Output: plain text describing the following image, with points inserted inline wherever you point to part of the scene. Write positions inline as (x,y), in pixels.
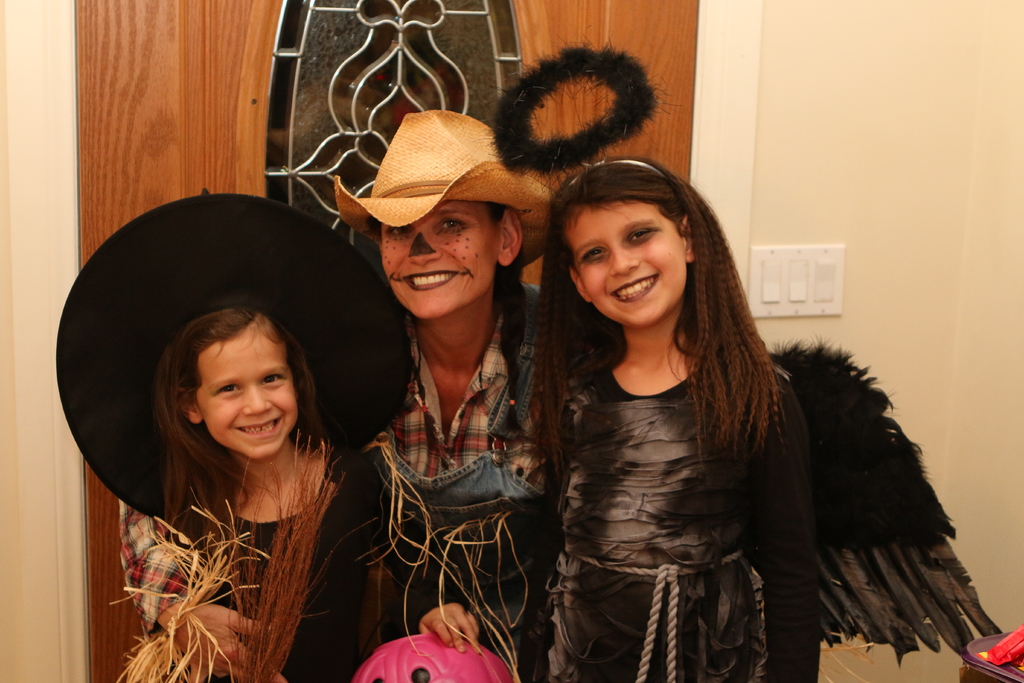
In the center of the image (493,437) we can see three persons (478,527) are standing and they are smiling. And we can see they are in different costumes (358,383). In the background (866,111) there is a wall (793,48), door (374,52) and switchboard (772,273).
